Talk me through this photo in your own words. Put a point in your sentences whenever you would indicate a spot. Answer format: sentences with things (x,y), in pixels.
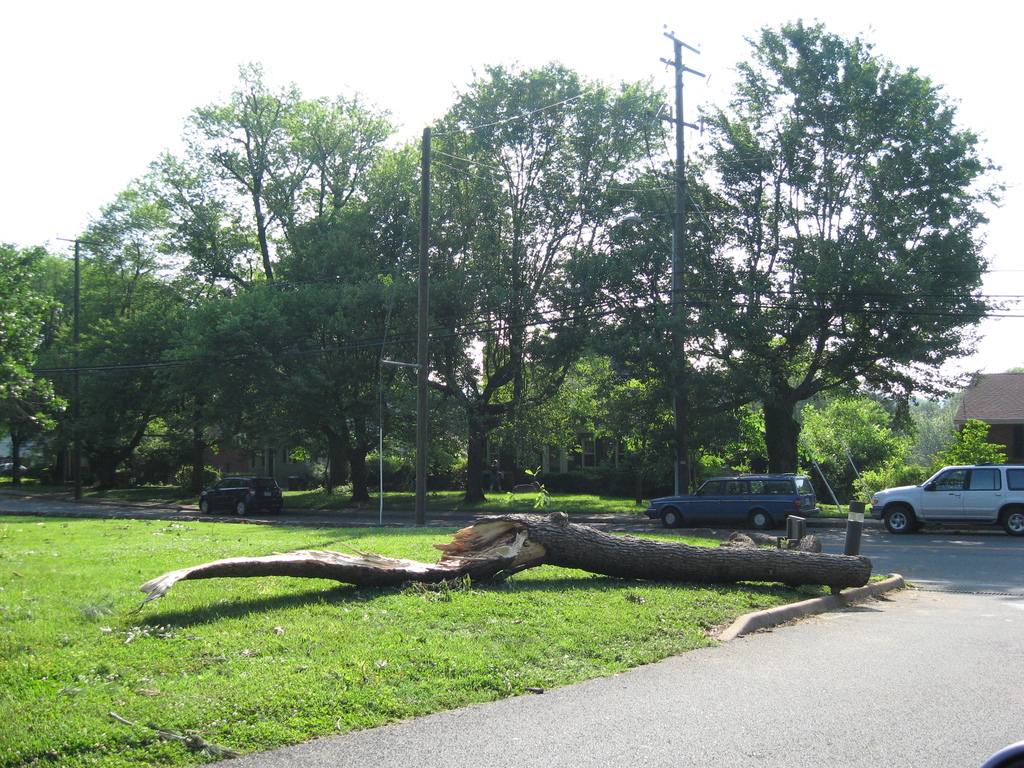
We can see vehicles (968,509) on the road (987,640), wooden object (811,566), grass (531,590), poles (859,541) and wires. In the background (946,431) we can see trees (832,392), house (1002,433) and sky (214,143).
